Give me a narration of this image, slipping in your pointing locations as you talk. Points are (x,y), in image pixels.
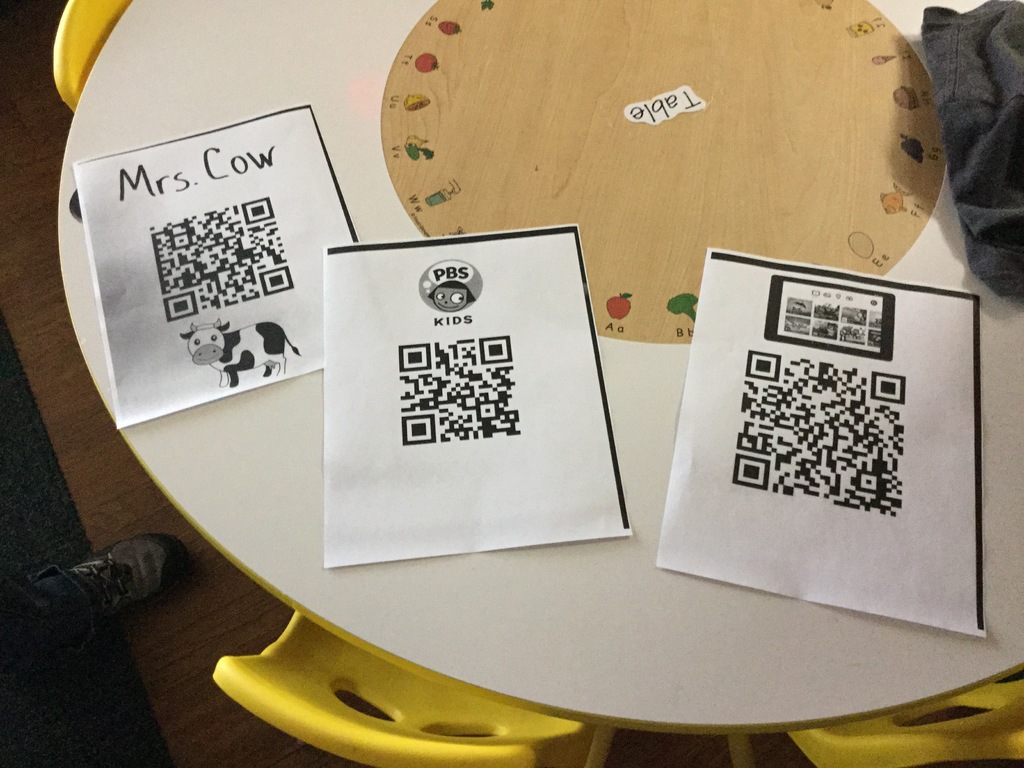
In the picture we can see a table (496,617) on the wooden mat (200,607) and some chairs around it which are yellow in color and on the table (427,617), we can see some papers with some prints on it and a person's leg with a shoe (155,570) on the wooden mat (9,146).
